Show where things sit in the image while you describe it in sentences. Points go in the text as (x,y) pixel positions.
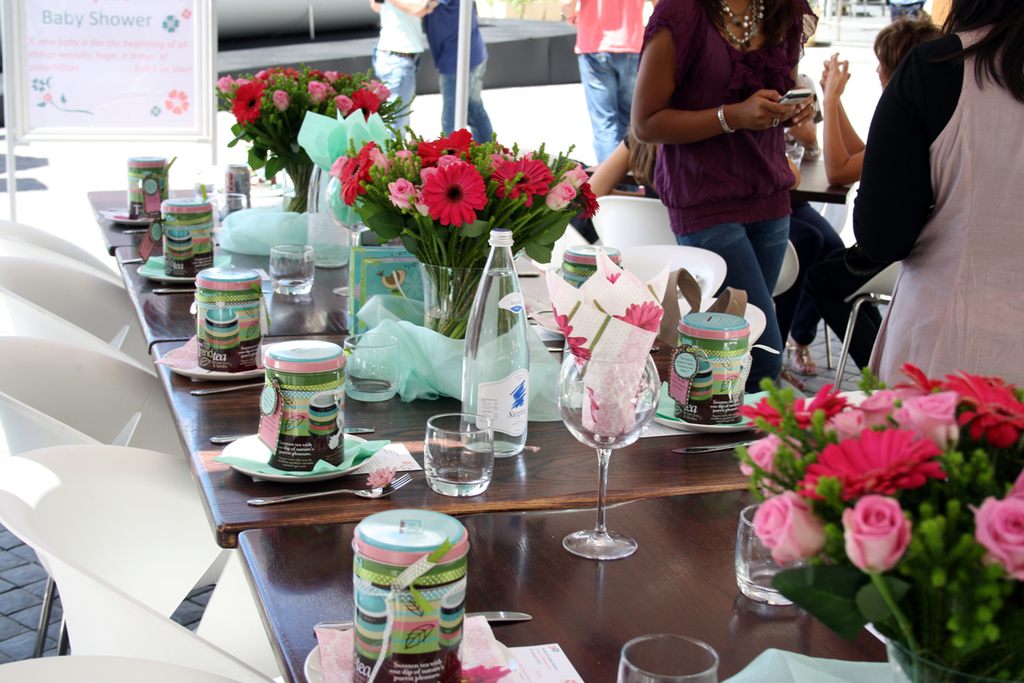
There are jars (387,572) on that. There is a bottle (527,401) and glass (469,444), a glass (636,432) with tissues (597,401) and a flower vase (432,296) with beautiful flowers (460,214) in that in the middle of the table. And there is a cover (422,334) too in the middle of the table (436,402). And there are persons (800,303) sitting over there near another table (842,195) on the right side (840,109) corner and some person (772,204) are standing with a violet color top (772,140) and blue jeans (765,302). outside there are two persons (452,84) they are hugging. They are with blue shirt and white shirt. And here on the left side (51,105) corner, top corner there is board (132,55) mentioning its a baby shower and there are chairs (54,389) near the table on the left side (169,573).
